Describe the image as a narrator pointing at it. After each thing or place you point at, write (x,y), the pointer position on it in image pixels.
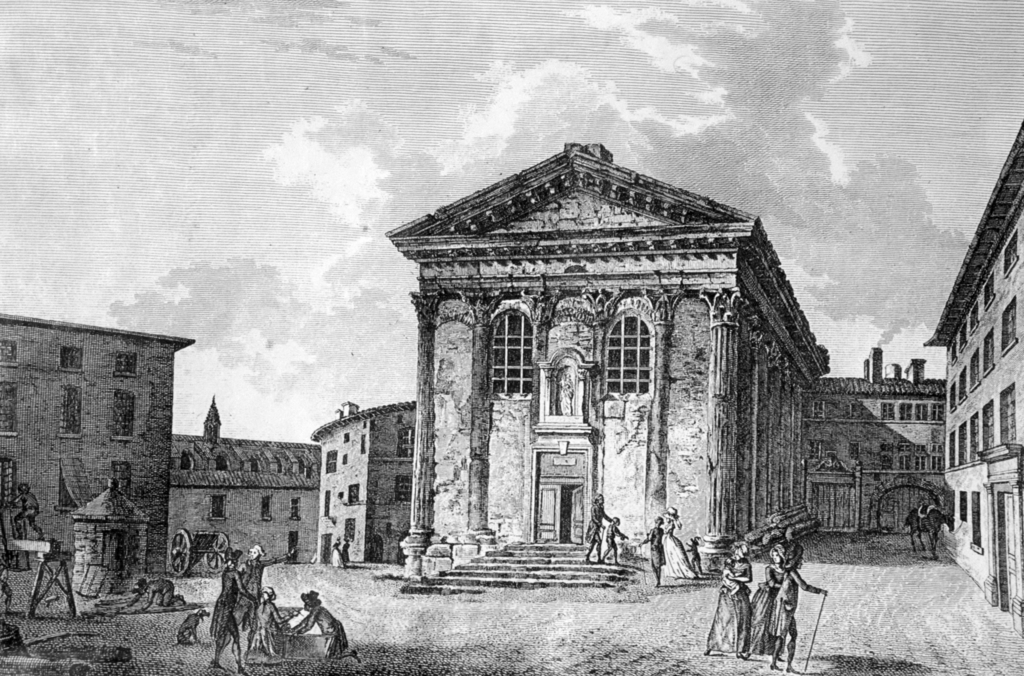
In the foreground of the picture (908,638) I can see a few persons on the road (898,646). In the background (419,482), I can see the houses (29,439). I can see a horse (933,537) on the right side (928,534). There is a cart (226,550) on the left side (210,552). There are clouds (290,140) in the sky (290,140).
